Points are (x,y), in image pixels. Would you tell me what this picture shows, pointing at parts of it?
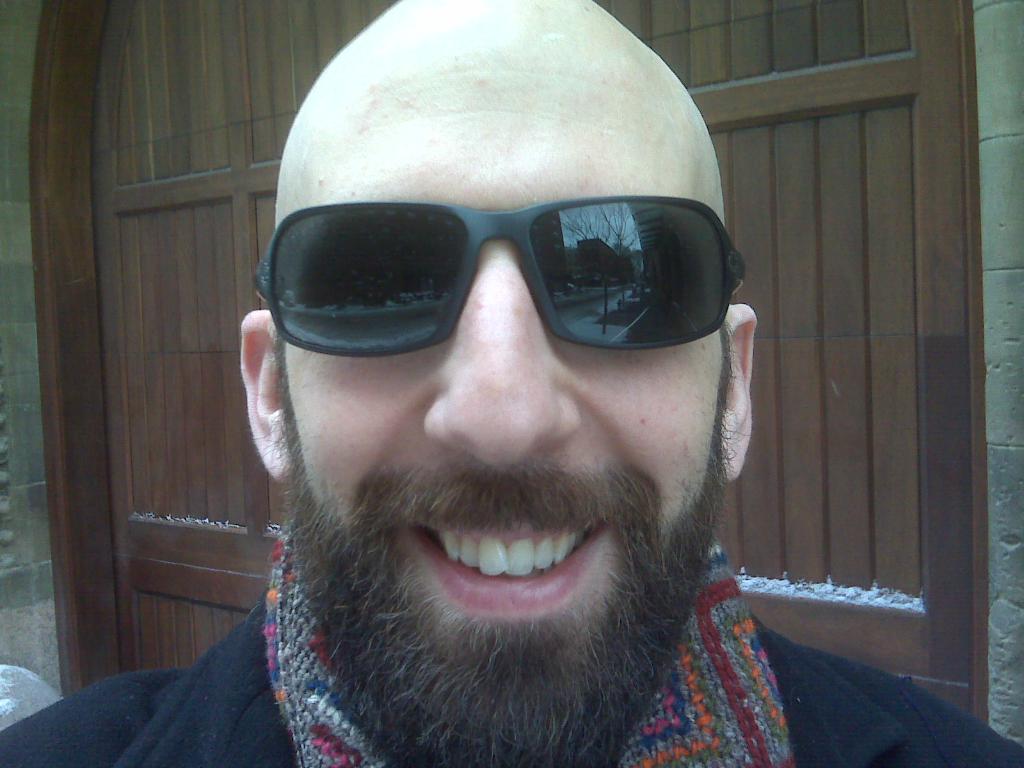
In this picture there is a young man (677,436) who is wearing goggles (614,306) and black jacket (885,723). He is smiling. He is standing near to the door (862,620). On the right (1019,716) there is a wall (1002,716). In the bottom left corner (8,699) we can see the snow (7,684).
